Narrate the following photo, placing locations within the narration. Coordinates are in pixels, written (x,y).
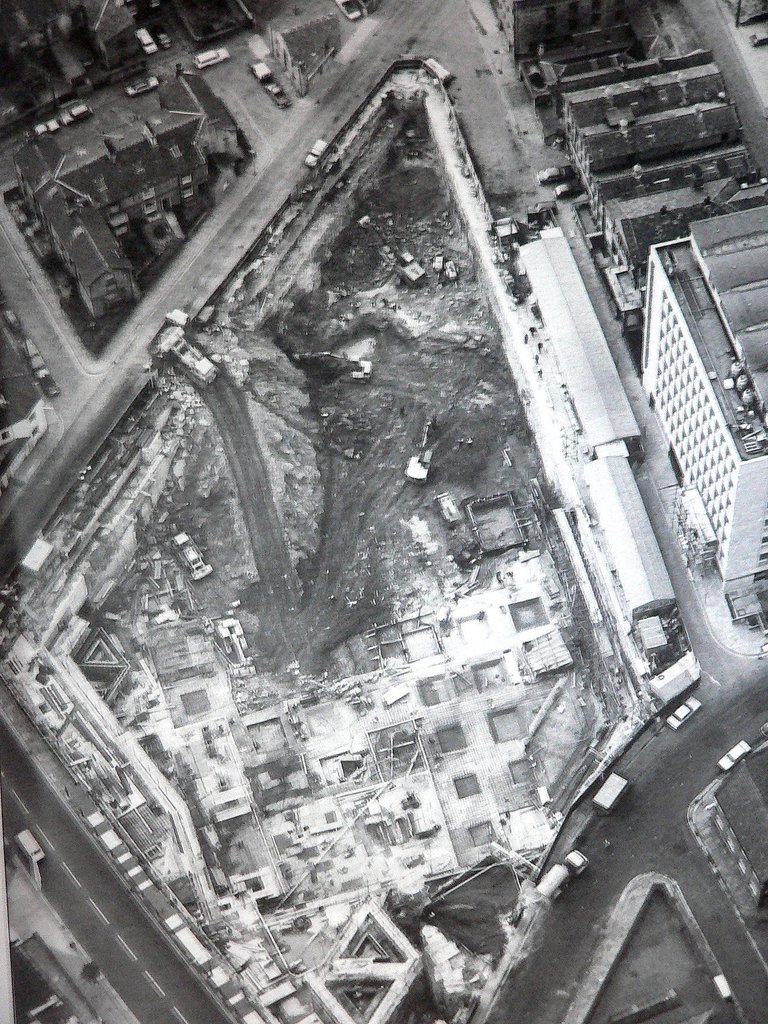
In this picture I can observe roads (49,456). There are some vehicles (268,67) moving on the roads (25,808). I can observe some buildings (313,70) in this picture.
